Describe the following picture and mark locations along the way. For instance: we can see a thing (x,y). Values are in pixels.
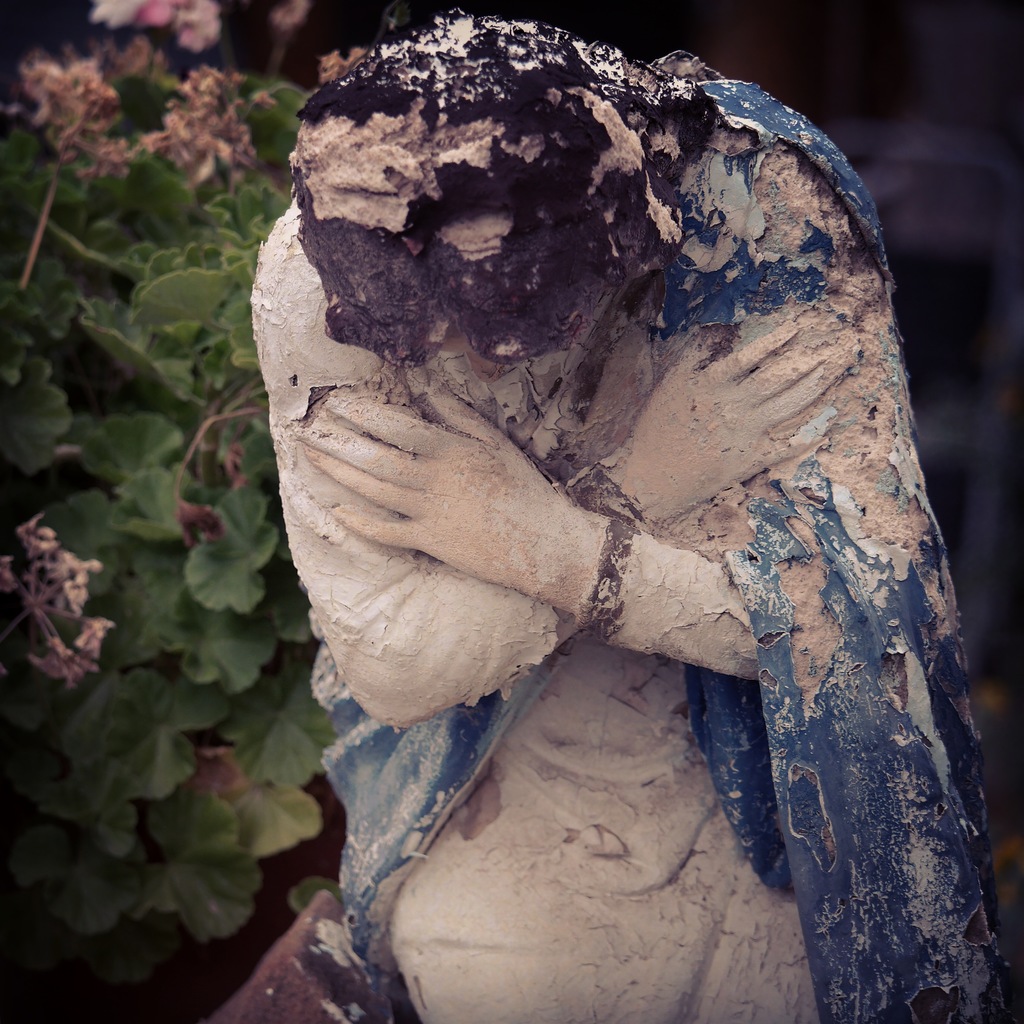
In the picture we can see there is sculpture (449,409) and in the background (145,535) there is plant (178,500) which has leaves (155,624).
